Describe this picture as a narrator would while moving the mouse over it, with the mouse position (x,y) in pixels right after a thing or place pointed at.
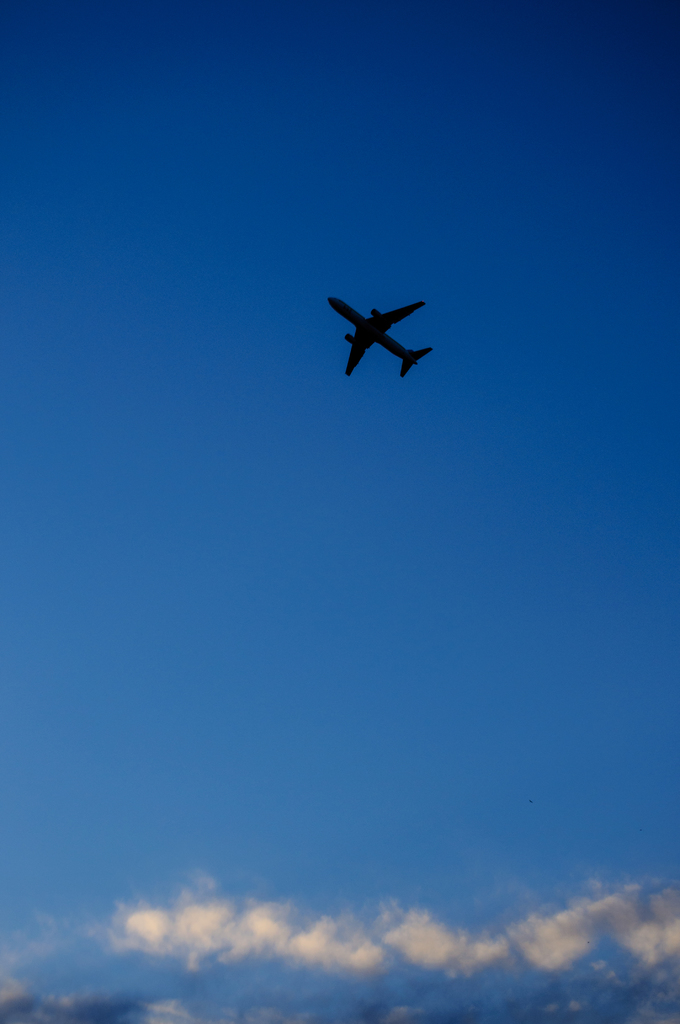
In the picture we can see a flight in the air (109,493) behind it, we can see the sky (317,912) with clouds (378,1017).
